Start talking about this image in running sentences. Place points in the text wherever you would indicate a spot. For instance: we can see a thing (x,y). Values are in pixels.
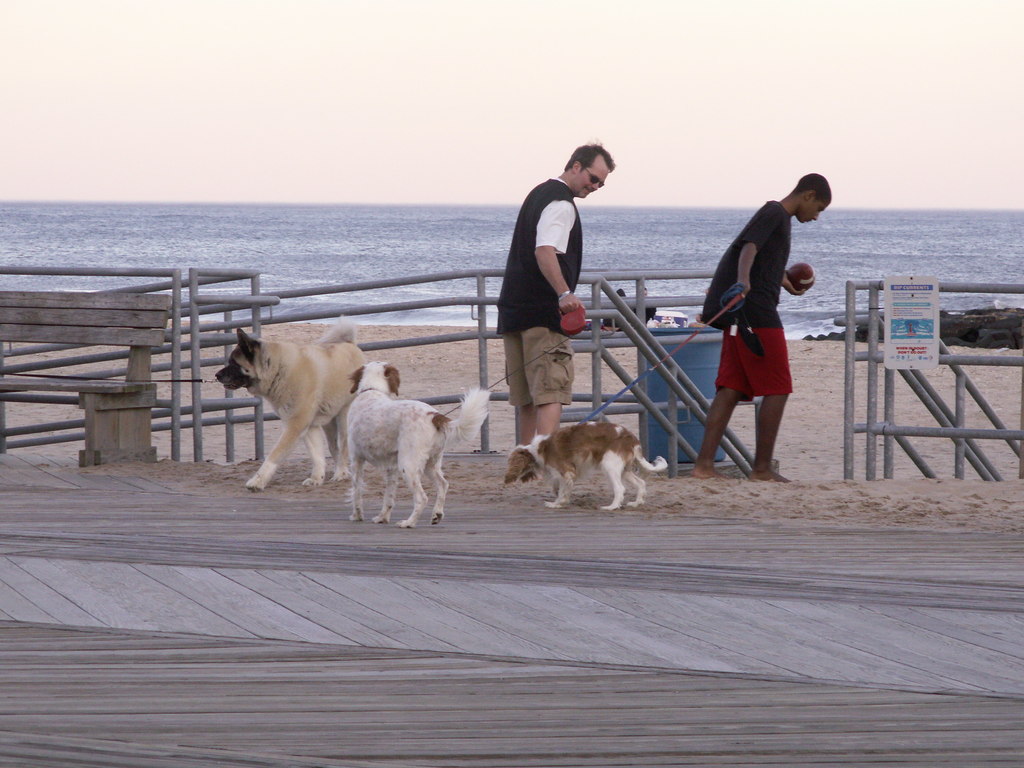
In this image I see 2 men (768,383) and the 3 dogs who are on the path (42,463). In the background (936,269) I see the fence (604,305), sand (966,488), water (490,288) and the sky (65,137).
